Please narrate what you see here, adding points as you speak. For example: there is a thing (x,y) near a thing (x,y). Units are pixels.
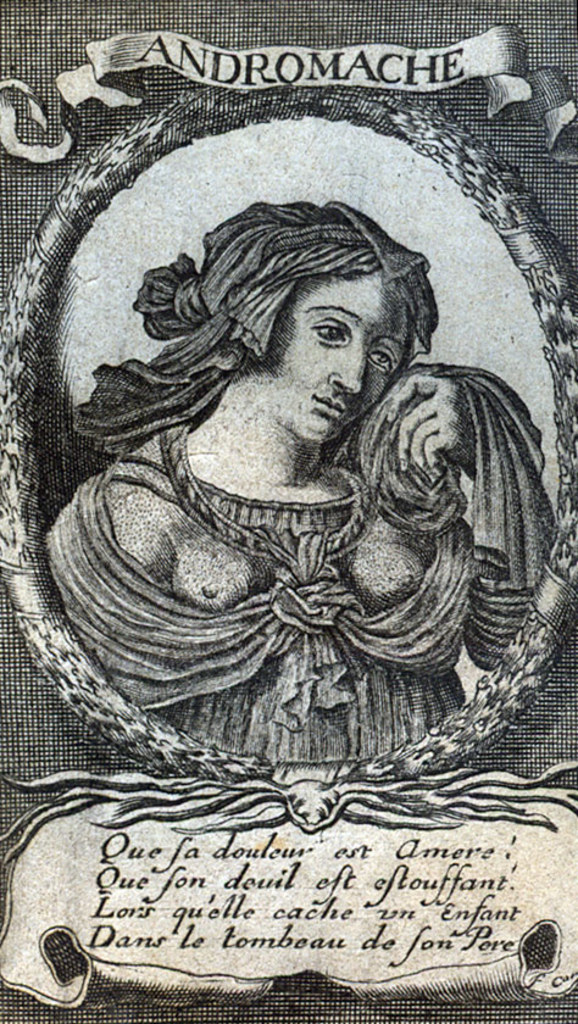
In this image I can see depiction picture of a woman (192,535). On the top of this image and on the bottom side (223,855) I can see something is written. I can see colour of this image is black and white.
